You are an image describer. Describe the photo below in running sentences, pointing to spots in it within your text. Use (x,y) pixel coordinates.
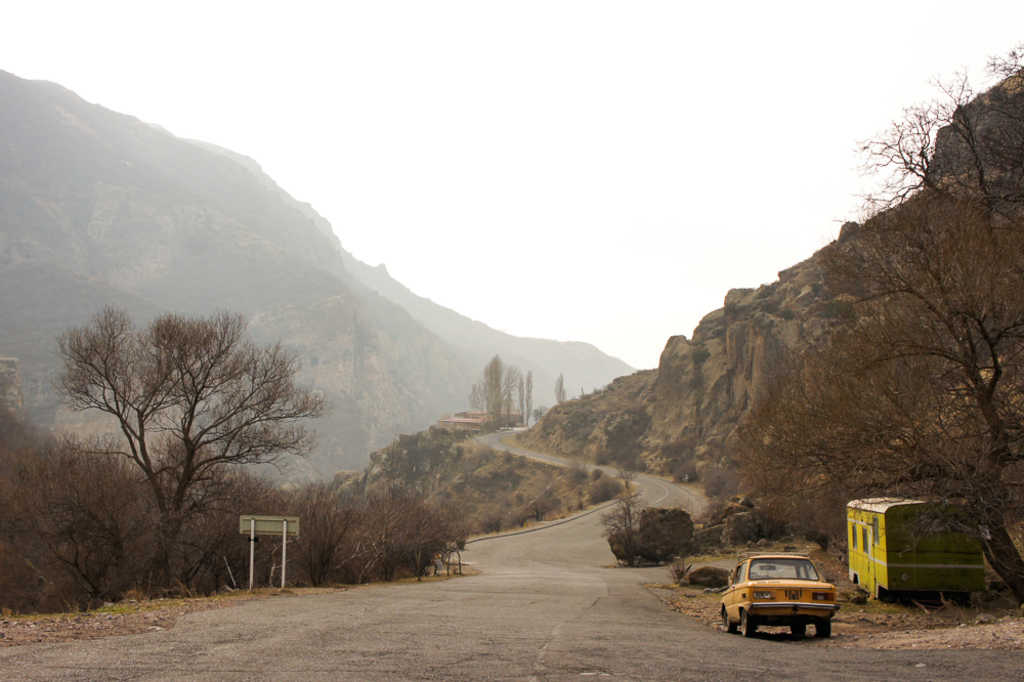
In this picture I can see the mountains (274,252), plants (246,543) and grass (576,493). In the center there is a road (450,652), beside the road (475,596) I can see the bus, car (797,564) and board (273,531). At the top (698,64) I can see the sky (526,145).
